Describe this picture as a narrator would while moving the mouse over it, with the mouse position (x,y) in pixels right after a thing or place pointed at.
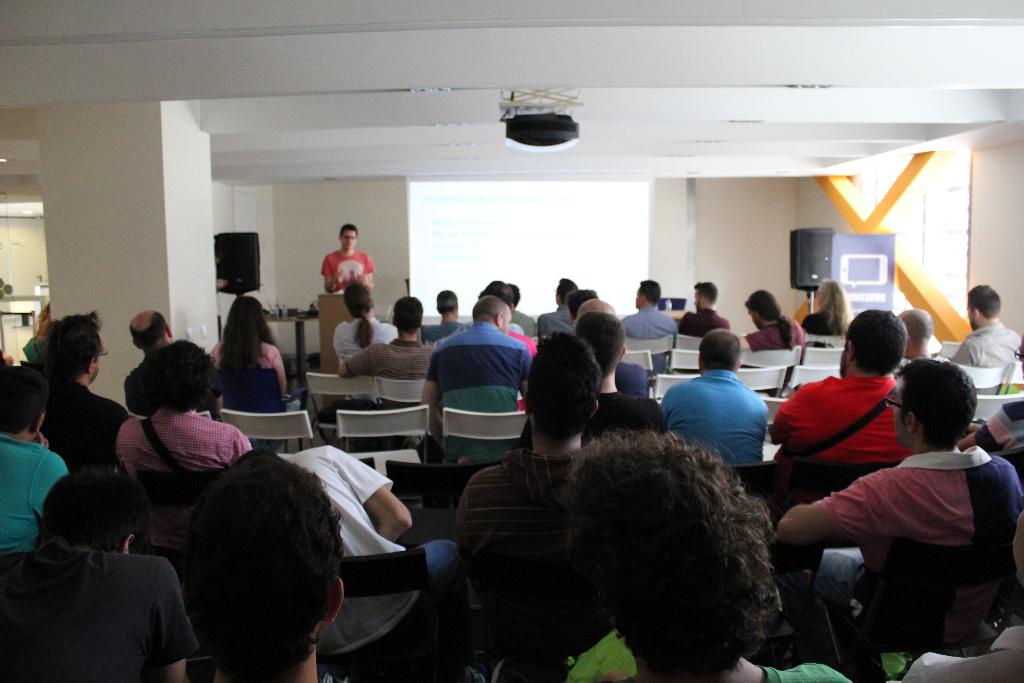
In this image, left side (329,290) man (325,277) standing in front of the podium (332,307) wearing red colour shirt (339,279). Beside him there is a table (312,320). On the table (298,317) there are some items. On the left side (212,311) there is a beam (182,311) and there are the group of people (152,392) sitting on the chair (231,417). On the right side (958,242) there is window (968,252) with light (907,216). On the roof (668,124) there is a light (568,139). And right side there is a sign (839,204) in front of window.
